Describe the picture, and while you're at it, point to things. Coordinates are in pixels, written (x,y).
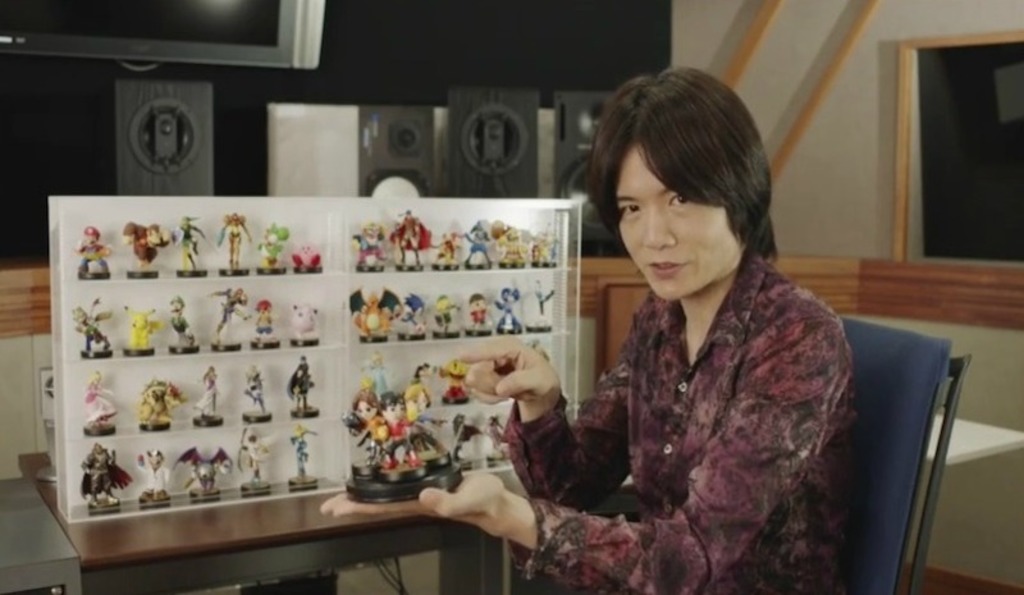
In this image in the foreground (671,407) there is one man (689,463), who is sitting and he is holding some toys (402,480). Beside him there is one table (401,527), on the table (401,527) there is one board (293,295) and in that board (196,322) there are some toys (224,313). And in the background (187,148) there is one television (133,52) and some speakers (586,148), on the right side (934,210) there is a window (938,170) and wall (857,189) and some wooden sticks (797,127).
